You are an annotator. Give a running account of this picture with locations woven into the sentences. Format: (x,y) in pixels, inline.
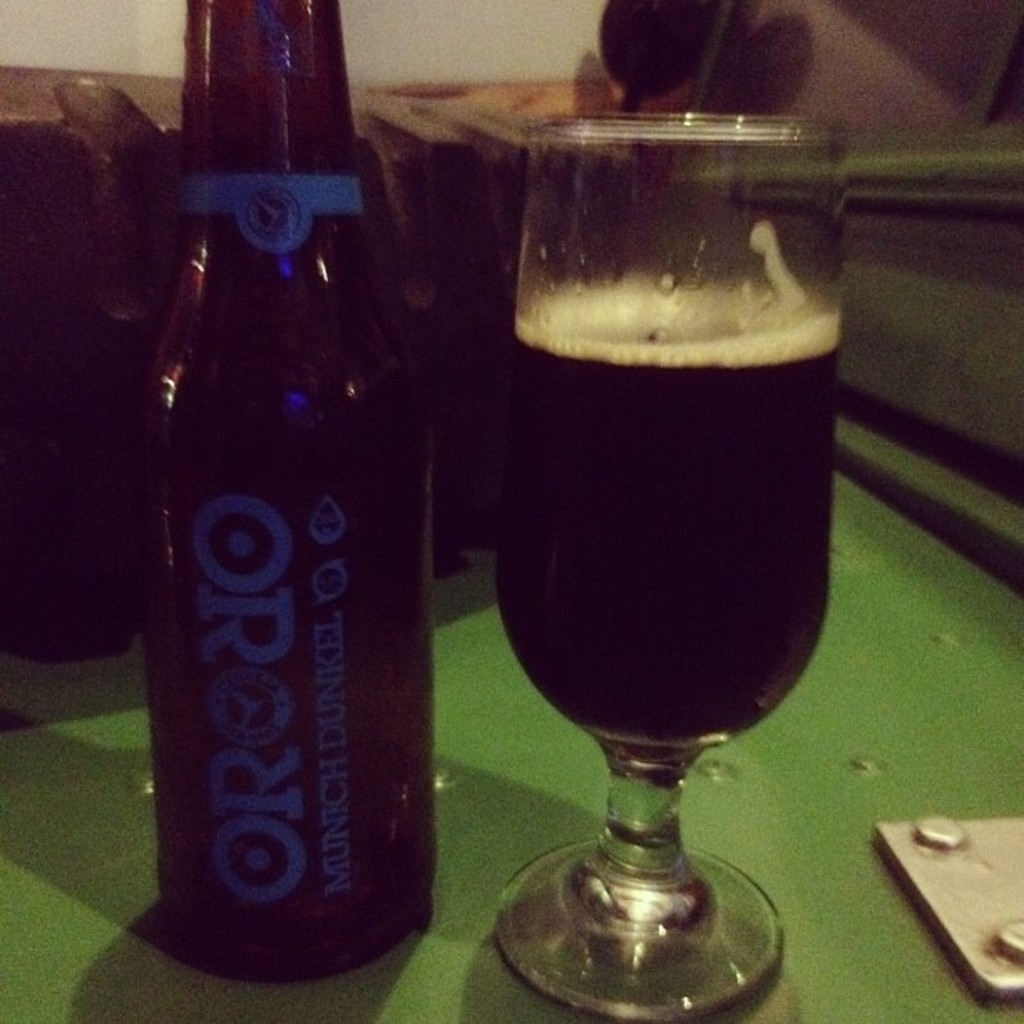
There is a bottle (241,327) and a glass (586,417) on a green surface (416,968). In the background (557,74) it is blurred. On the bottle (209,263) something is written.
